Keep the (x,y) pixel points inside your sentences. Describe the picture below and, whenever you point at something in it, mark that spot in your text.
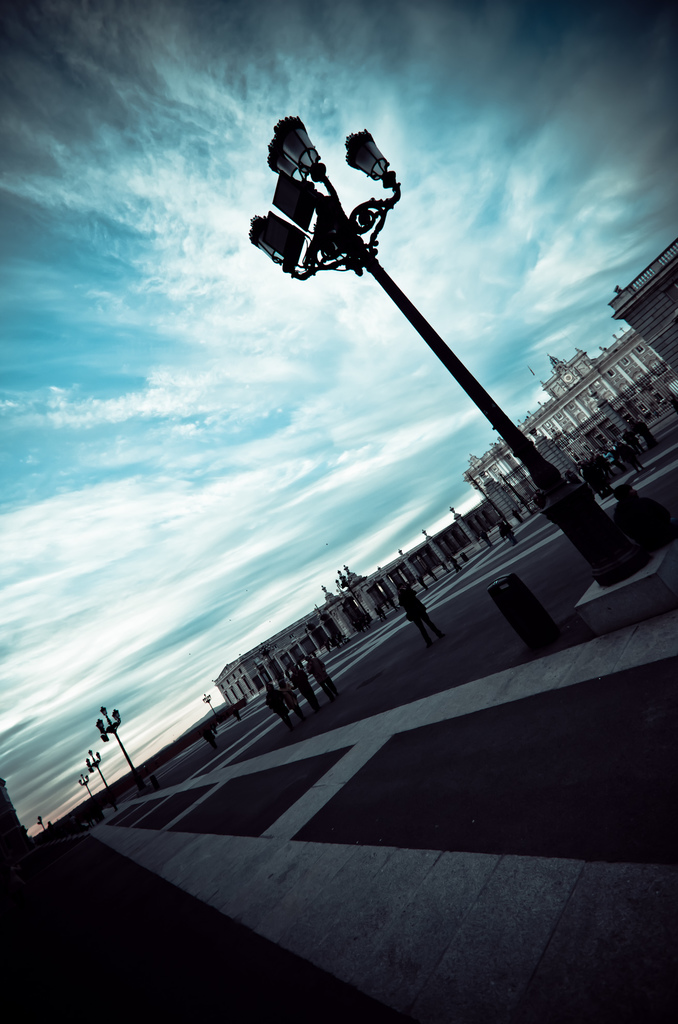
In the picture we can see a path (633,903) to it, we can see a pole (468,392) with some lights (350,229) to it and far away from it, we can see some people (300,698) are standing on the path (183,775) and behind them, we can see some buildings (244,674) and near to it we can see some poles (100,771) with lights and in the background (194,479) we can see a sky (303,451) with clouds (294,525).
